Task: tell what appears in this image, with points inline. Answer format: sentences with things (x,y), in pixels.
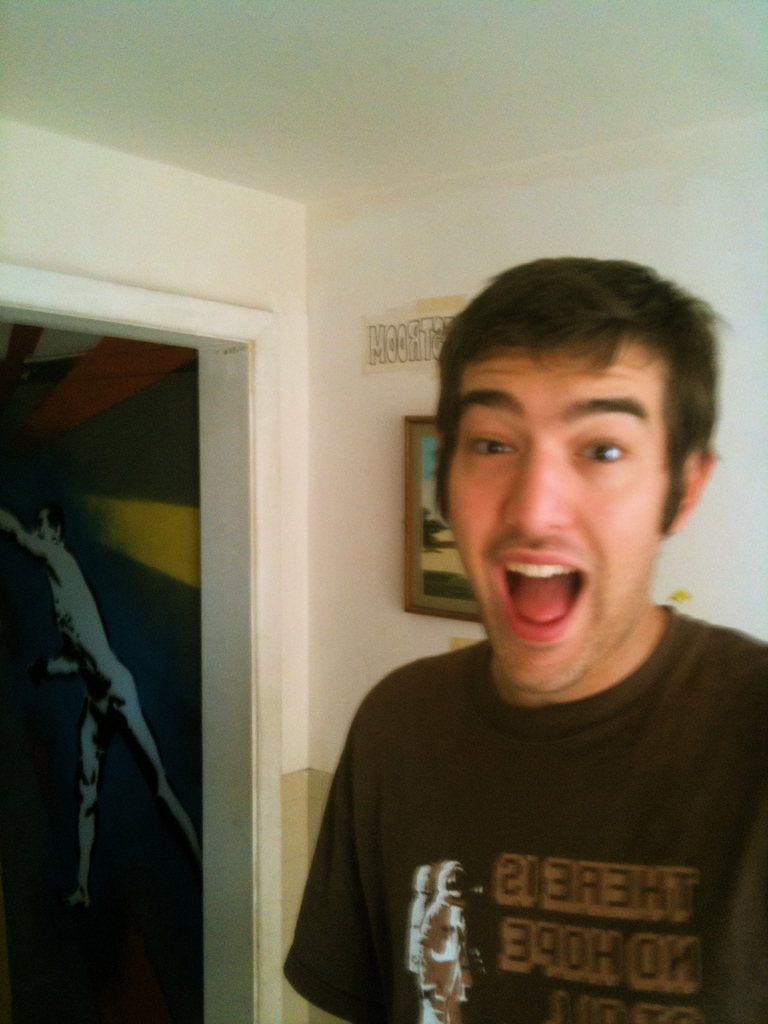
In this image I can see a person (503,408) and there is entrance (112,295) visible on the left side (125,714) and there is the wall (360,245), on the wall (377,595) there is a photo frame (409,549) attached visible backside of person (515,341).
